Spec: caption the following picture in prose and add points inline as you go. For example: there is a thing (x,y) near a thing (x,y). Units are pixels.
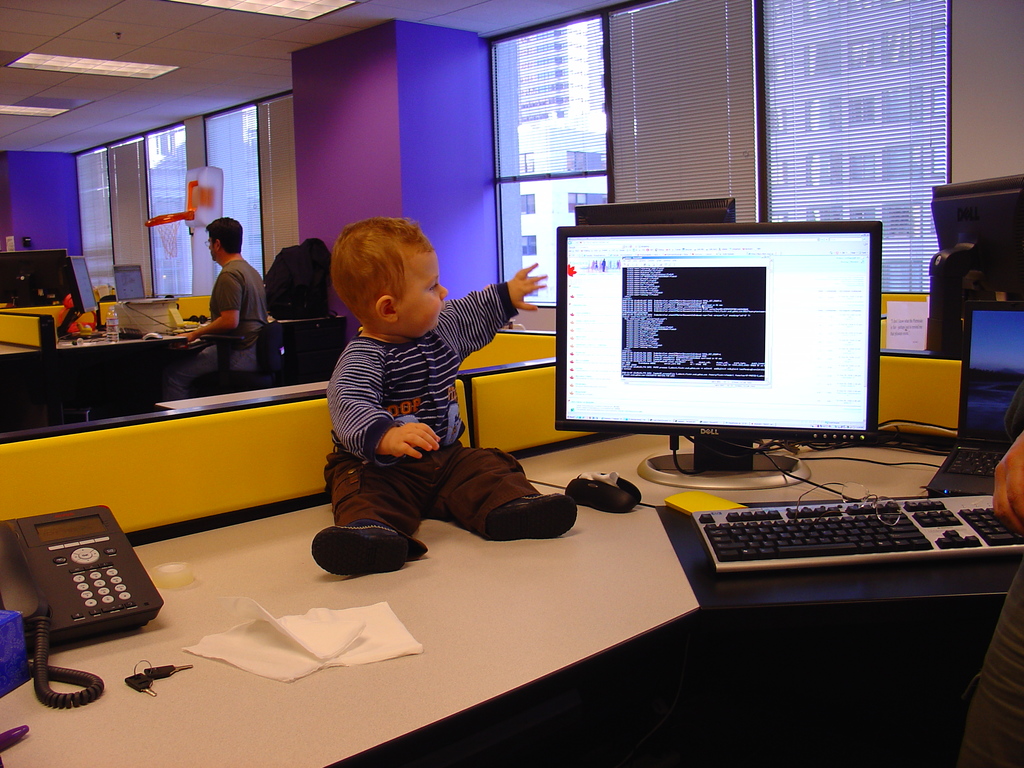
In this image we can see person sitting on the chair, baby (374,456) sitting on the desk (280,589), person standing on the floor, desktops (715,415), paper napkins (294,620), water bottle (117,321), telephones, backpacks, blinds (708,90) and electric lights (310,9) to the roof (209,68).
